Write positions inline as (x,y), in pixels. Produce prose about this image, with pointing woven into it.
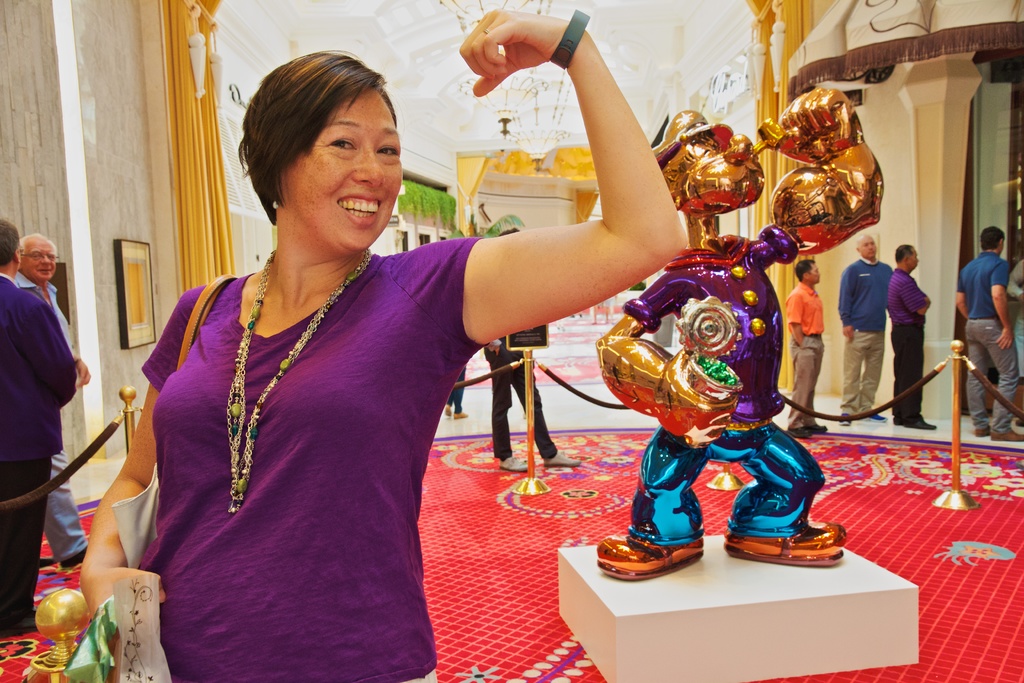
In this picture there is a woman (340,300) who is wearing t-shirt (330,378), locket (260,412) and bag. Beside her I can see the statue of the popeye the sailor man (810,230). In the back (923,327) I can see many people (917,315) who are standing near to the wall (943,300). At the top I can see the chandeliers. On the left (58,312) there are two persons (56,312) who are standing near to the frames (119,319).
